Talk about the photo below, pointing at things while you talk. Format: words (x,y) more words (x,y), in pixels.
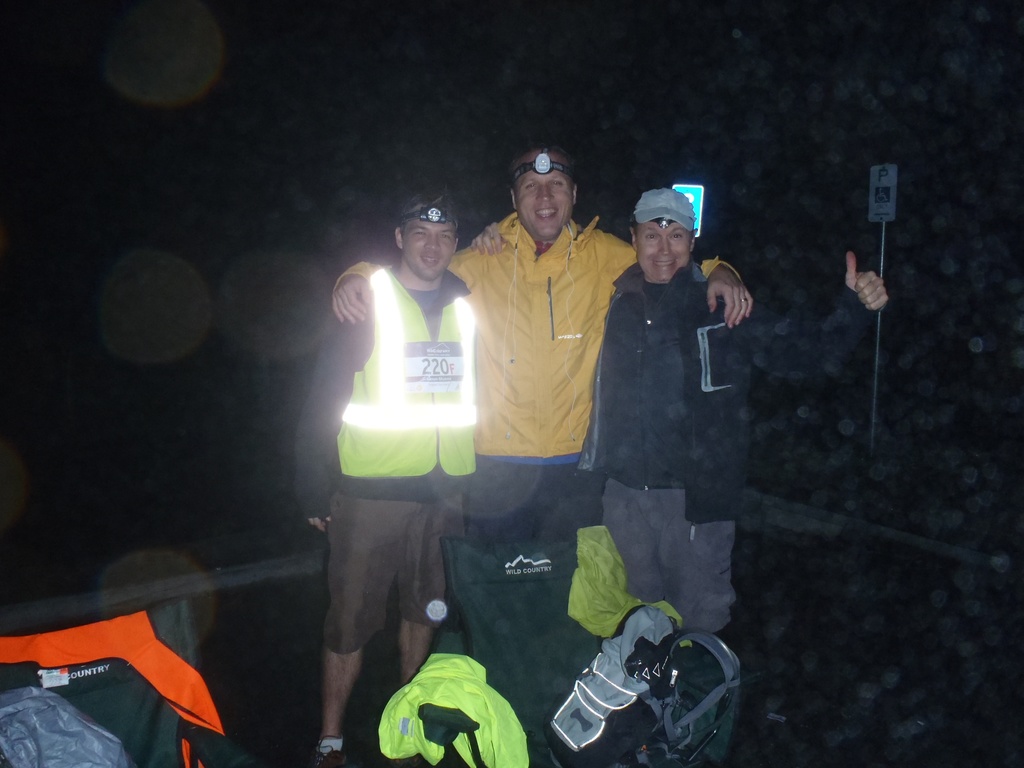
In the middle of the image (544,279), there are three persons (564,281) in different color dresses (564,281), smiling and standing. Beside them, there are clothes (665,614) on an object (583,643). On the left side (132,744), there is a cloth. And the background (1000,131) is dark in color.
